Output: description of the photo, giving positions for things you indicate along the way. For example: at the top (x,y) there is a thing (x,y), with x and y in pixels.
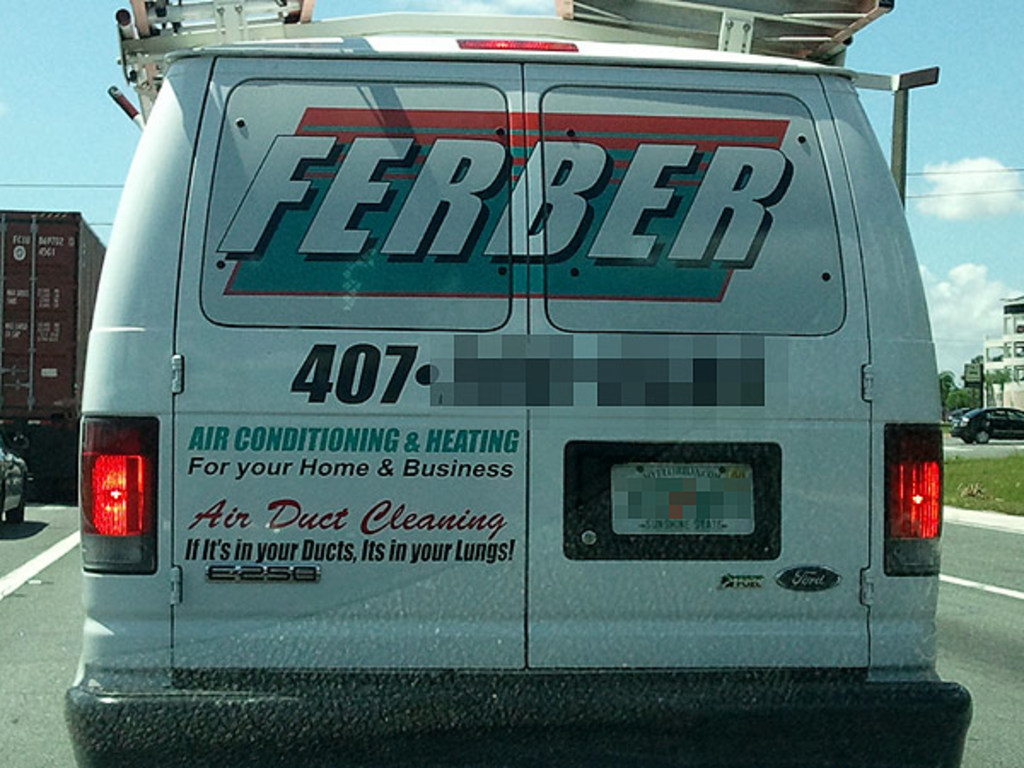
There is a vehicle (455,217). On the vehicle (392,303) something is written. In the background (19,383) there are other vehicles (66,422). On the right side (968,413) there is a car (995,417), buildings (999,367). In the background (963,193) there is sky (958,198) with clouds (952,216).
